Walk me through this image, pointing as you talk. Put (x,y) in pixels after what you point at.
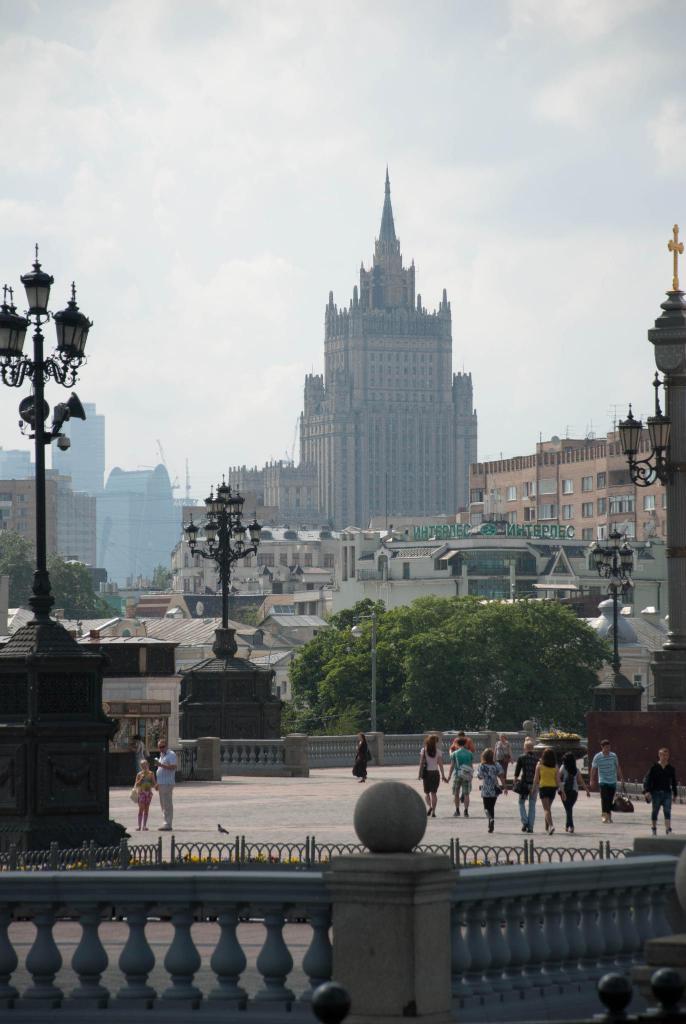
In this image we can see a few people (430,781) walking on the floor (468,822), there are street lights (648,421), buildings (430,515), trees (461,639) and sky (320,164) on the top (373,122).
